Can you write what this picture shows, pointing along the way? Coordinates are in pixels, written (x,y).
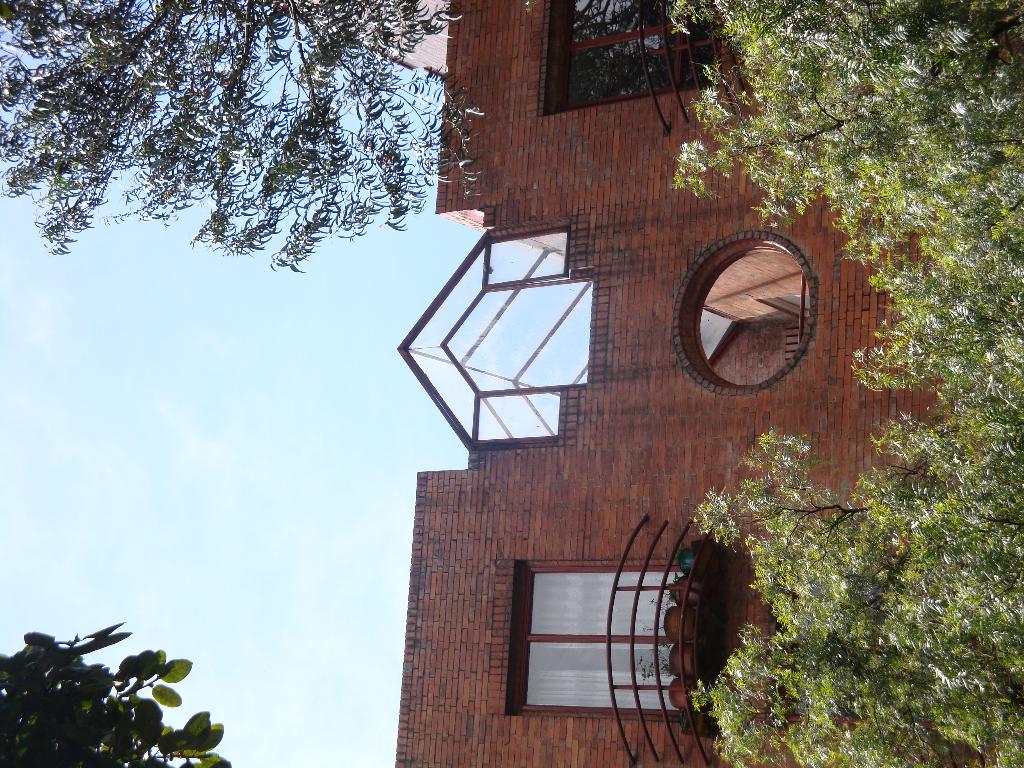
In the foreground of this image (115,683), on the bottom left corner (84,721), there is a tree (83,743). On the right (951,446), there is a tree (955,451), building (694,479), railing (664,602), flower pots (664,621) and on the left (195,426), there is the sky (197,461) and the cloud (177,443). On the top (258,103), there is a tree (208,95).
